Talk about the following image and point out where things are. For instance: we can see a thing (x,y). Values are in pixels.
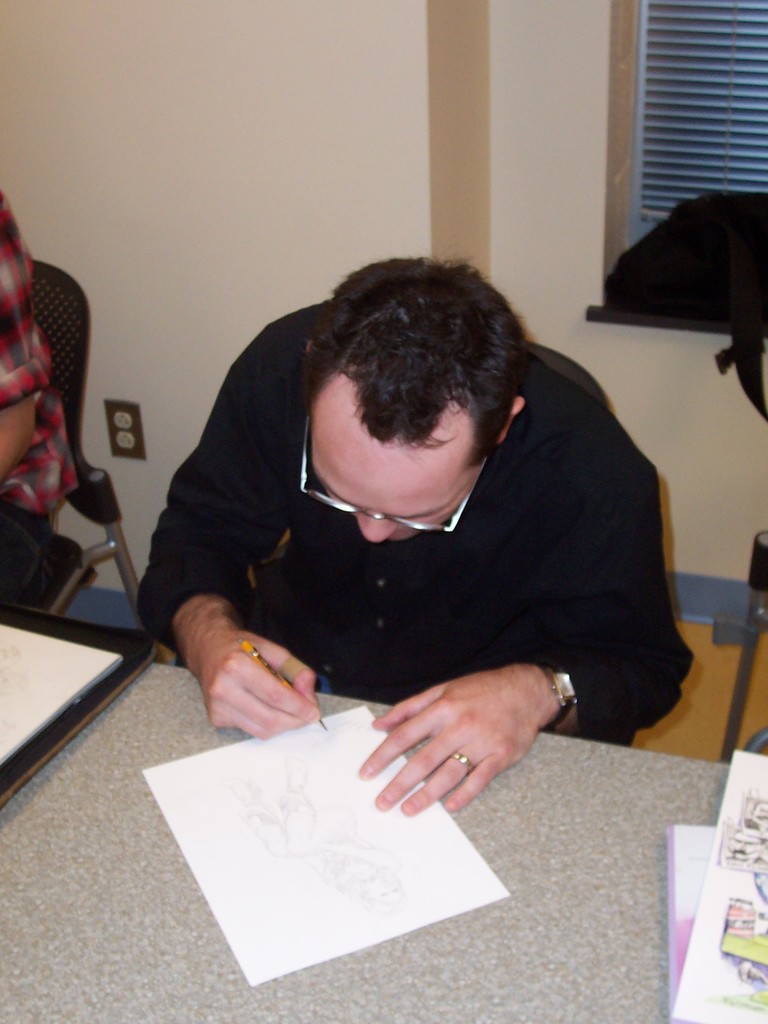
This is the picture of a man (466,520) sitting on a chair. The man (343,580) is holding a pencil (284,679) and drawing on the paper (305,843). The man (447,736) having a ring (465,760) to his left hand (488,735) and watch (560,689) also. Beside of the man (246,476) there is other man (43,439) who is sitting on a chair (80,502). Background of this two man (262,439) is a wall (264,148).
